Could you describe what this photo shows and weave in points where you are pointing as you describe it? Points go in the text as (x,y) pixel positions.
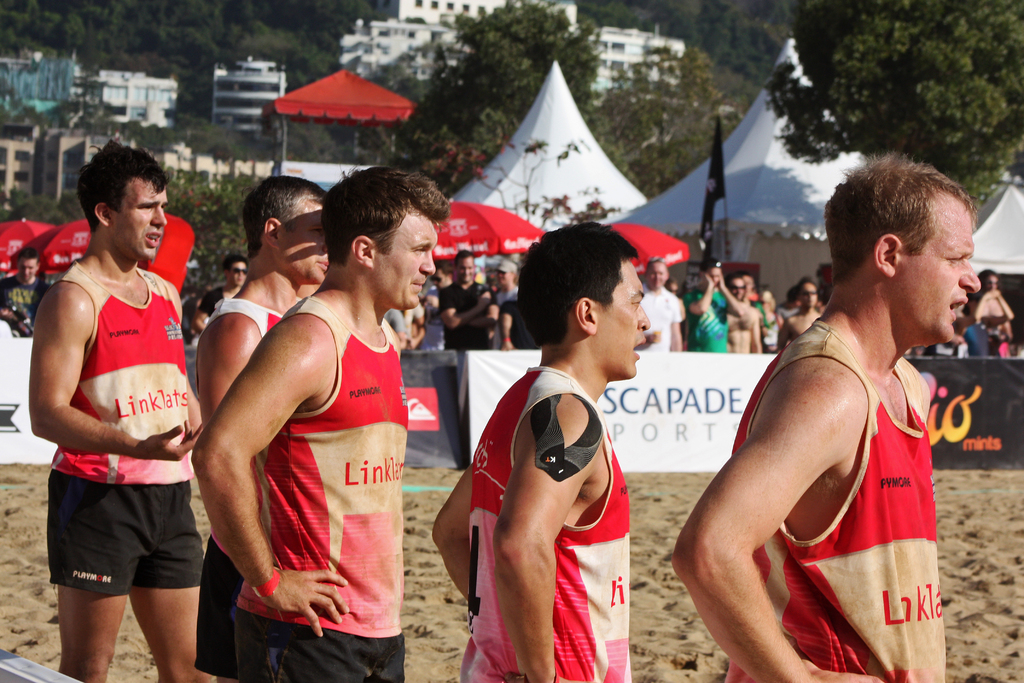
In this image we can see a group of people (583,319) standing on the ground (687,587). In the center of the image (670,402) we can see banners (1013,459) with some text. In the background (392,120), we can see a group of trees (411,125), umbrellas (498,225), sheds (568,190) and a group of buildings (262,93) with windows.
